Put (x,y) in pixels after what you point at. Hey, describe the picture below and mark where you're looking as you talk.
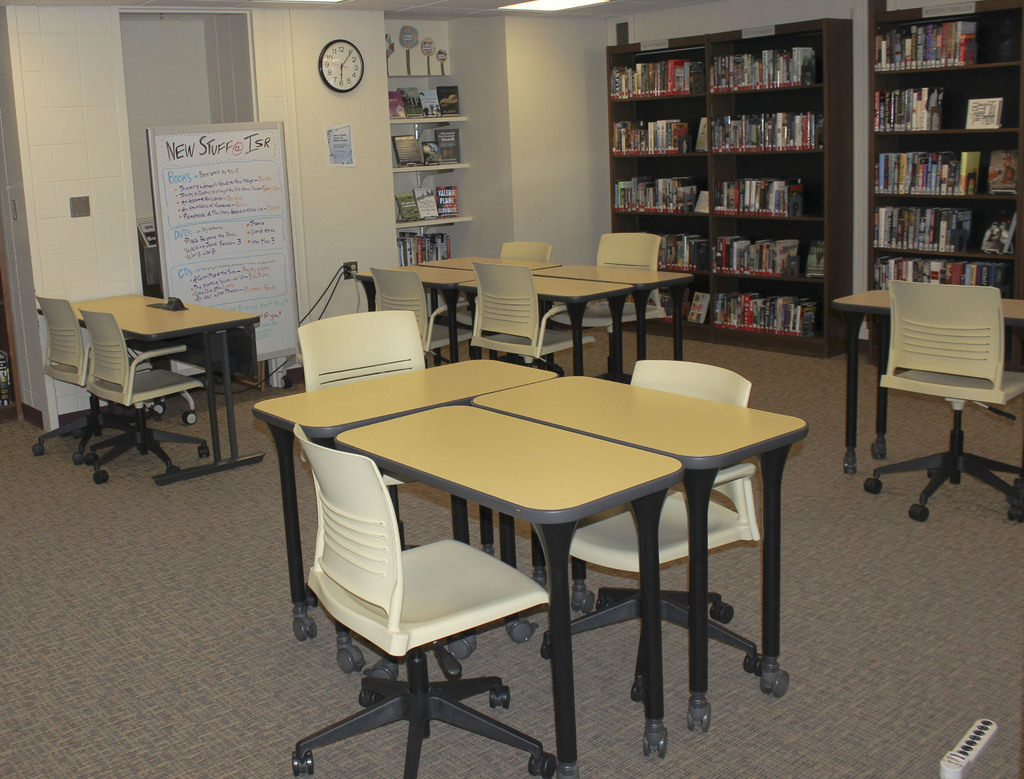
In this picture there is a table (480,497) in the center of the image (627,477) and there are chairs (643,383) around it and there are other tables (163,304) and chairs (408,309) in the background area of the image (546,294) and there is a board (196,191) on the left side of the image (188,231), there are bookshelves (905,152) in the background area of the image (457,165).
